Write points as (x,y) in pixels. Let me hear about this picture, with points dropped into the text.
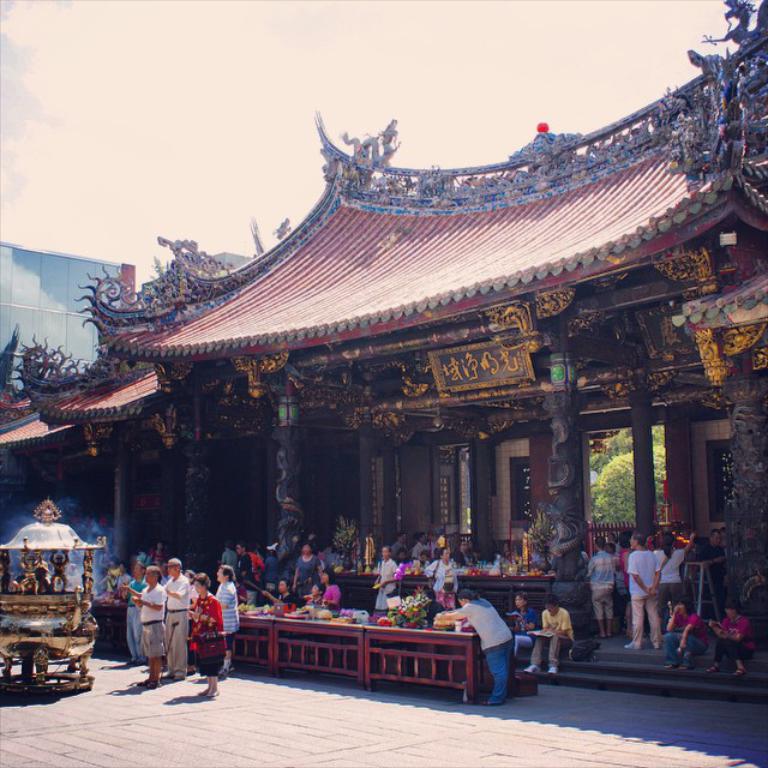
In the foreground of this image (403,436), there is a Chinese architecture (592,349) where we can see persons (471,605) standing and sitting in front of it and also there are tables (360,642) on which there are few objects (417,598) on it. On the left (43,532), there is an incense burner (53,512). In the background (41,294), there is a glass building (66,289), few trees (618,464) and the sky (241,46) and the cloud (270,34) on the top (121,131).
